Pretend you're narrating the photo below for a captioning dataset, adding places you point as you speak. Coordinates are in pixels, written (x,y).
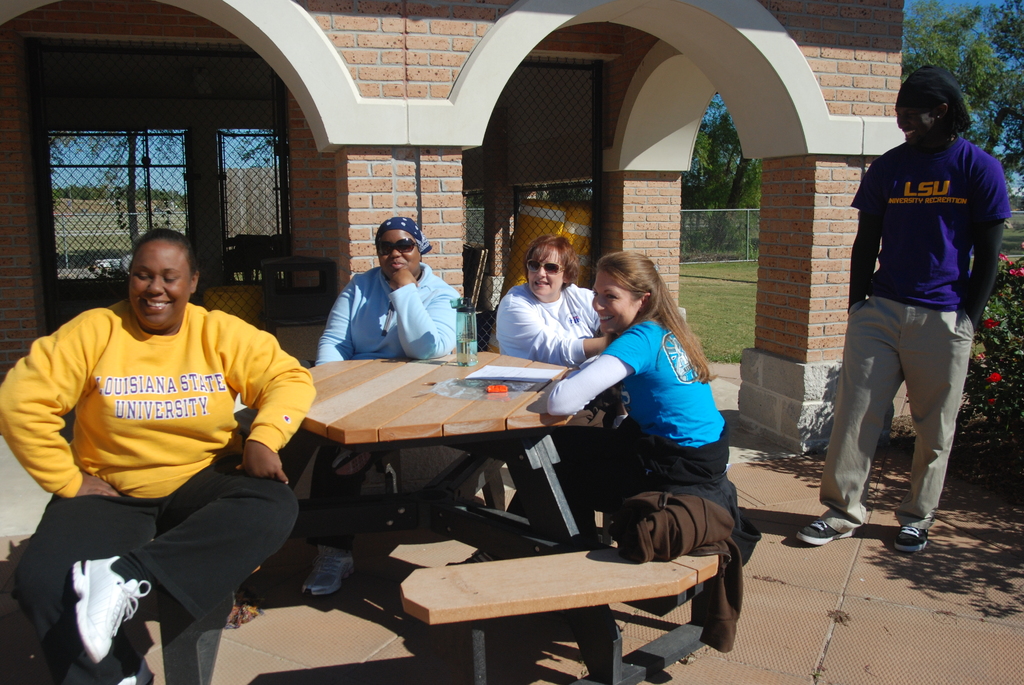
There are four members (192,404) sitting around a table (370,435) on which some papers (512,369) and water bottles (464,354) were placed. All of them were women (334,332). There is a man (902,327) standing in the right side (940,366). In the background (707,235) there is a railing (712,223), trees (712,159) and a building (748,107) here.
